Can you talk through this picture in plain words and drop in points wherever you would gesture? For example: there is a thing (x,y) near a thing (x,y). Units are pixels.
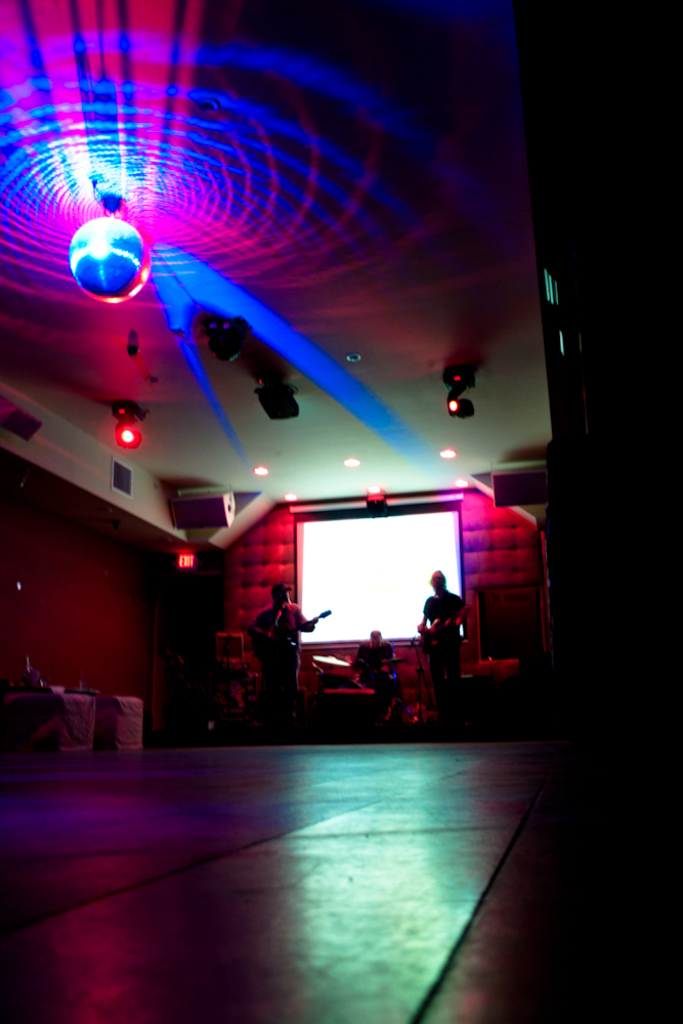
In this image I can see number of lights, a projector's screen (314,568) and here I can see few people (370,644). I can see few of them are holding musical instruments (431,642) and I can see this image is little bit in dark.
